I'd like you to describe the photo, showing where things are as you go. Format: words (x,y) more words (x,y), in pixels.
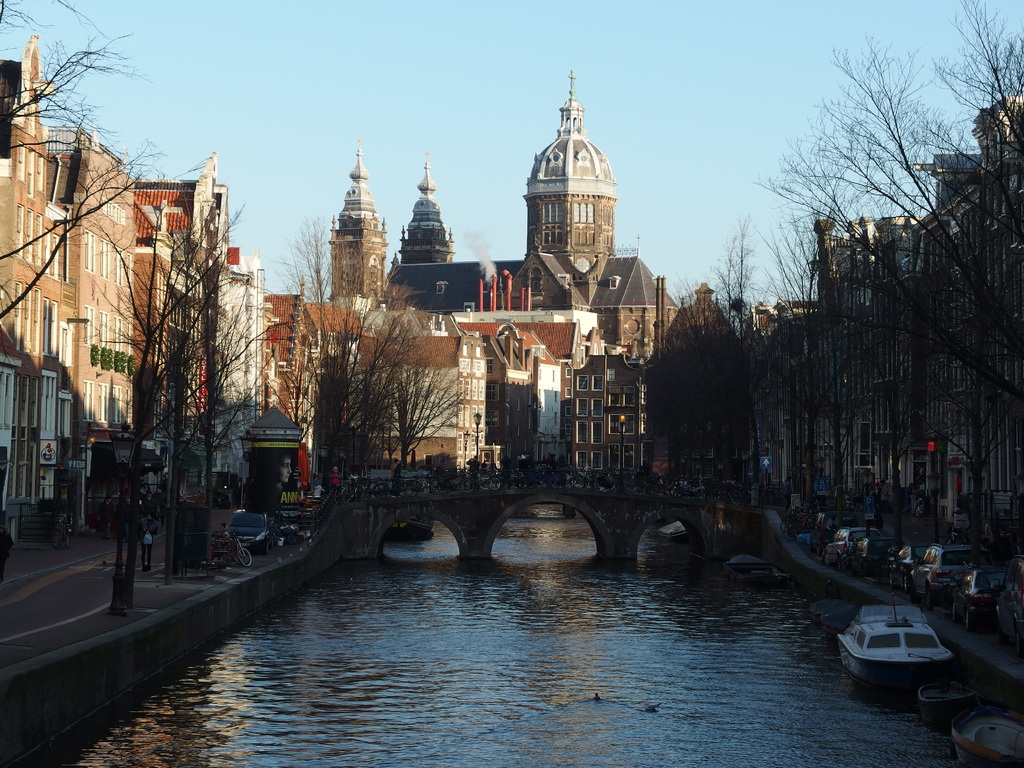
In this image we can see a few buildings (610,432), there are some boats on the water (527,555), above the water (523,585), there is a bridge (501,483), there are some trees (127,557), vehicles (486,473), poles (117,565) and people (510,465). In the background (411,121), we can see the sky (544,97).
